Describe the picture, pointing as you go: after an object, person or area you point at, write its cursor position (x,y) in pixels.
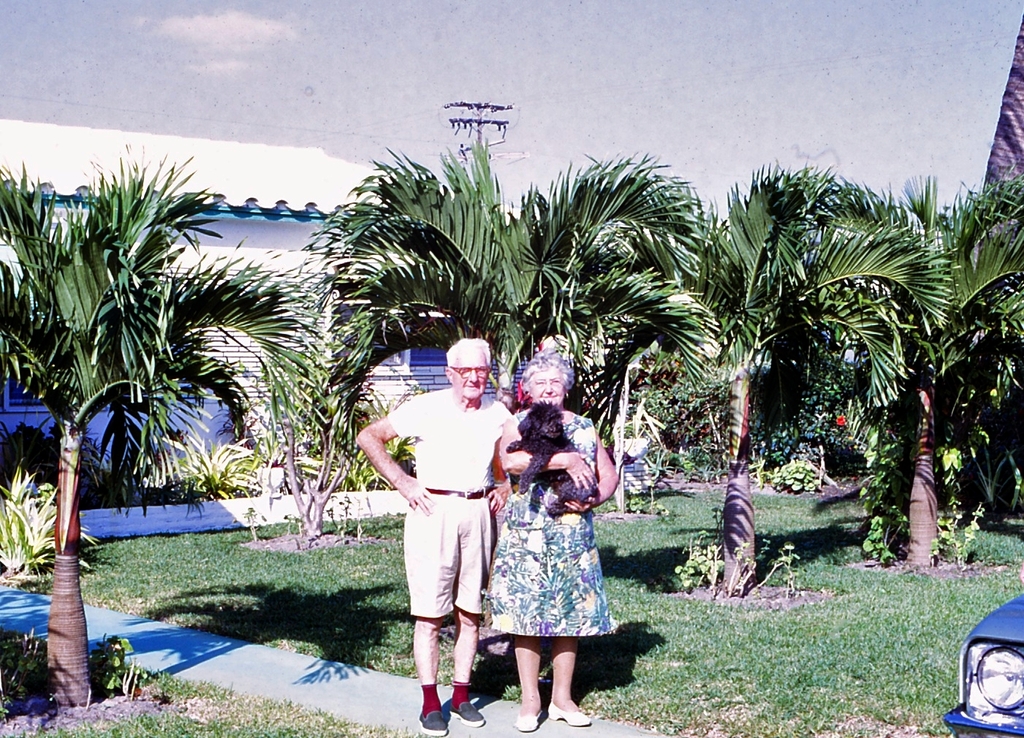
In this image there are two persons (499,540) standing on the ground (492,730) by holding the black color dog (550,427). In the background (537,272) there are trees (491,212). At the bottom (375,649) there is a ground (693,681) on which there is grass (712,614). On the right side (1015,702) bottom there is a car (1002,703). On the left side (210,192) there is a house (246,224) beside an electric pole (464,125). Beside the house (208,257) there is a garden (203,481) which has some small plants (197,473) in it. At the top (341,84) there is sky (441,78).
